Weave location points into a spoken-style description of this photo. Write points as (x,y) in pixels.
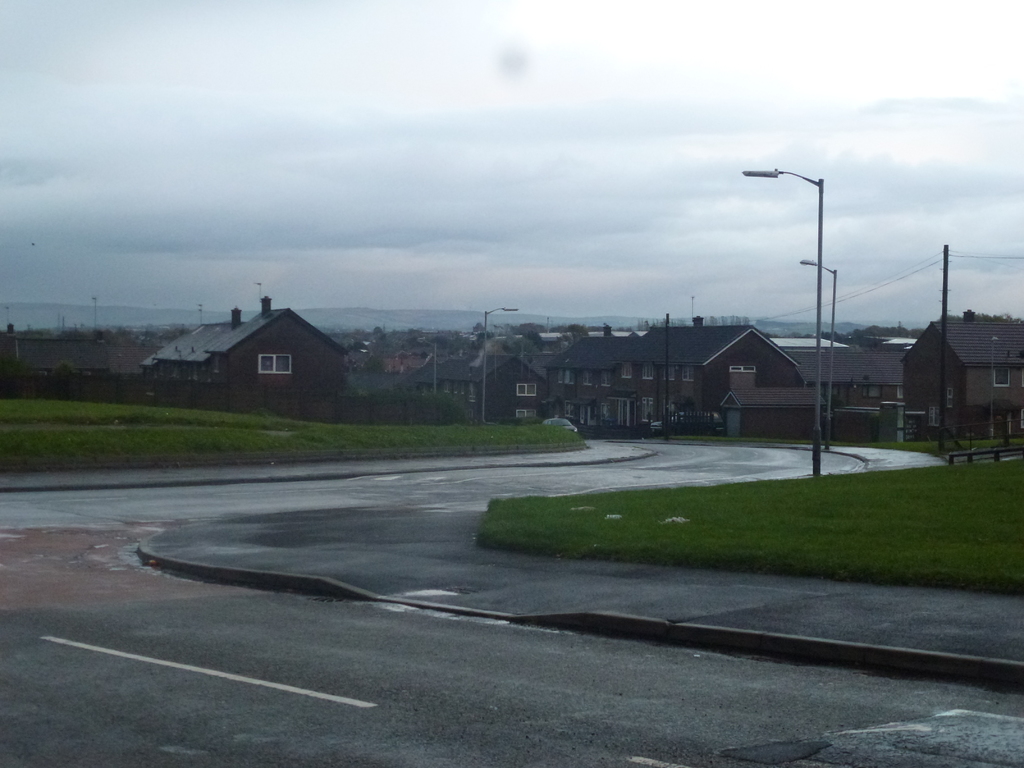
In this image I can see the road (531,475). On both sides of the road (675,466) I can see many poles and grass (561,432). In the background (391,358) I can see many houses (472,417), trees (431,413), mountains (399,321), clouds (409,159) and the sky (442,68).
